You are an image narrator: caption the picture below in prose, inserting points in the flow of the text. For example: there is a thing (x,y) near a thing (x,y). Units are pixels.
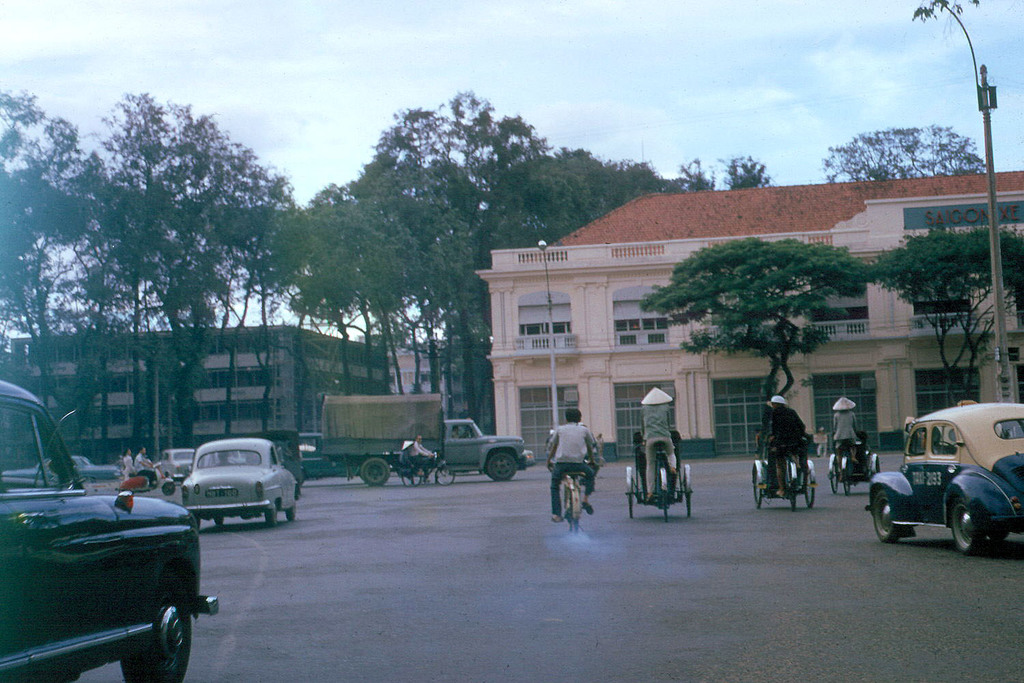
In the foreground of the picture (34,418) it is road (400,574), on the road (695,574) there are cars (285,497), cycle rickshaws (654,480) and bicycles (572,482). In the middle of the picture (463,314) there are trees (433,298), buildings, vehicles (170,455), motorbike (158,464), cart (409,444) and other objects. At the top (525,53) it is sky (744,71). On the right (1002,308) there is a pole (995,332).
